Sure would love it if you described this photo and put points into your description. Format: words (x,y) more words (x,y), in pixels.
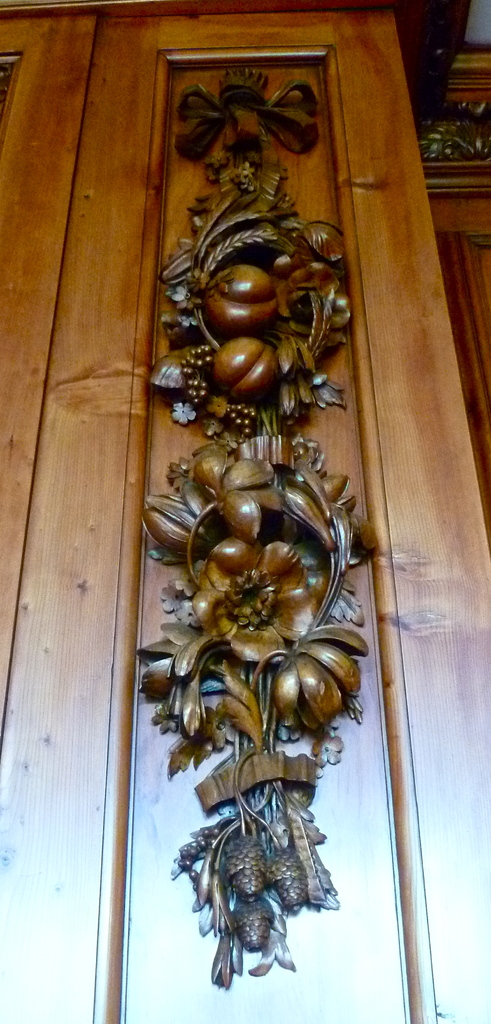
In the given image i can see a design (278,368) on the wooden door (40,89).
